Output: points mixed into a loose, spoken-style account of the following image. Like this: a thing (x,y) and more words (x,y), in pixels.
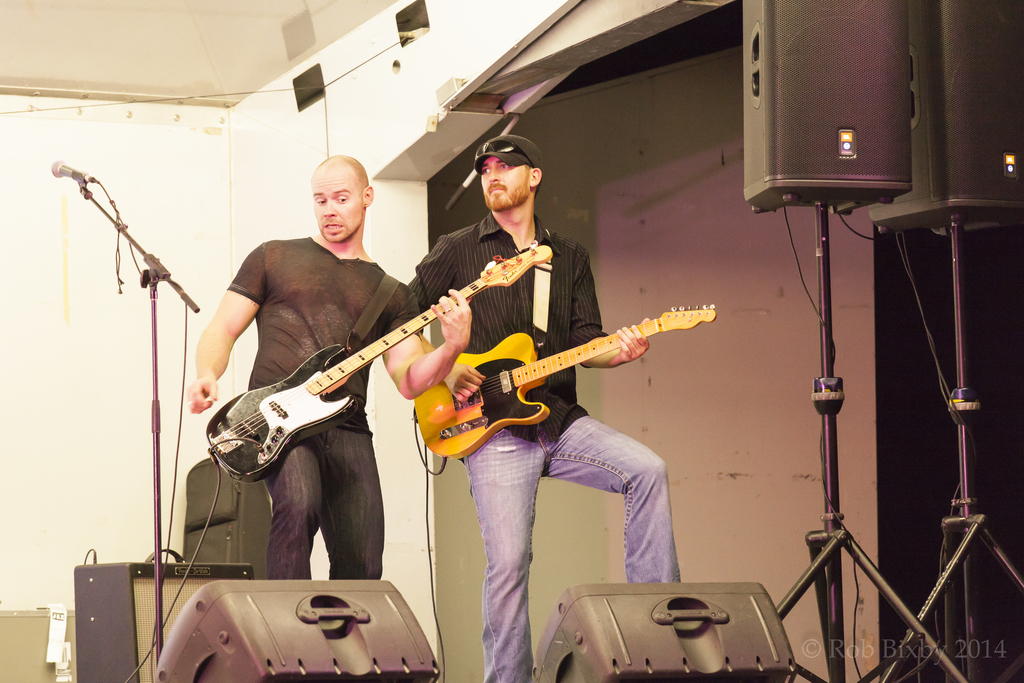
In the picture there are two persons (306,349) playing guitar (418,323) there is a microphone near to them there are some sound boxes (279,587) near them there are some lights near to them there are some cables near to them.
